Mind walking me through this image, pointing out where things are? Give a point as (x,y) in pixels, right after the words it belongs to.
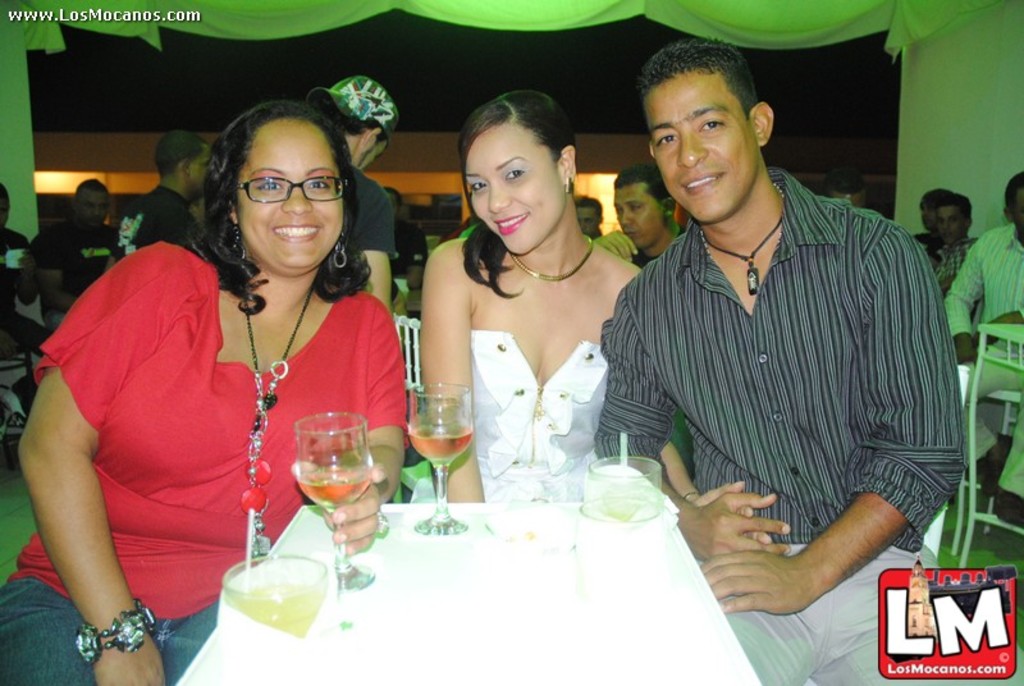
In this picture there is a table (527,579) at the bottom side of the image (386,540), on which there are glasses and there are people (519,204) those who are sitting around it and there are other tables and people (1018,230) in the background area of the image (970,298), there is a curtain (263,18) at the top side of the image (254,9).
